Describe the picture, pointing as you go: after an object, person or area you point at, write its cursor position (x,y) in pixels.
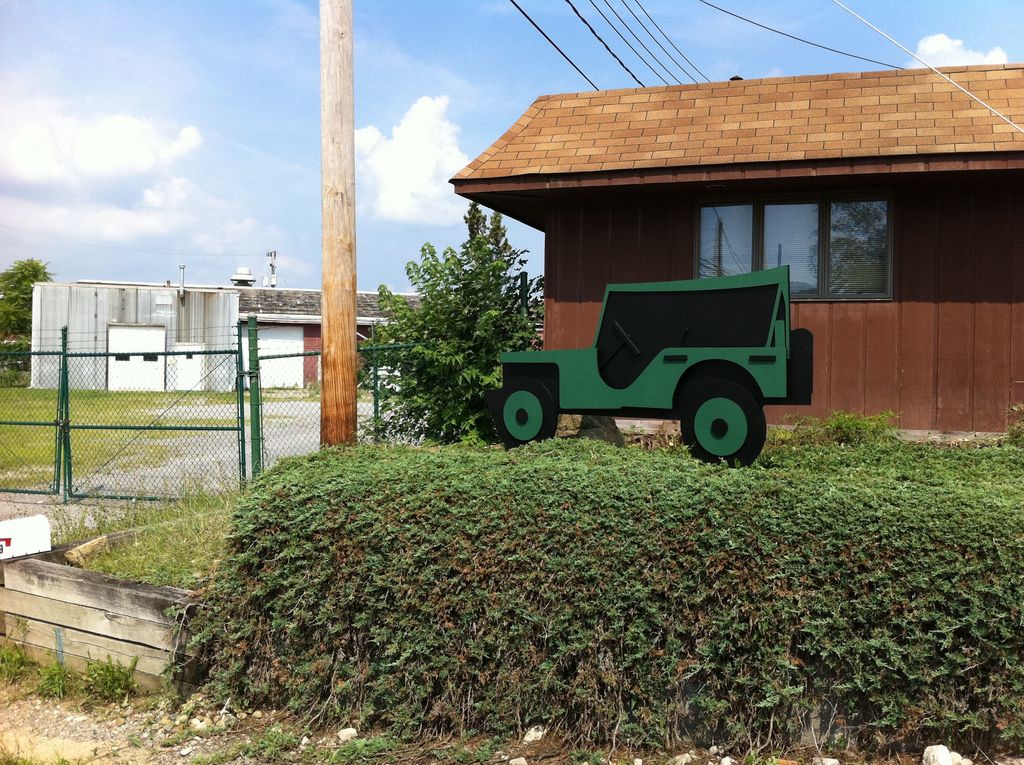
In the foreground of the picture (703,289) there are plants (476,477), railing (220,368), pole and various objects (569,403). In the middle of the picture (565,258) there are buildings (600,223). At the top (477,45) there are cables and sky (389,94).
